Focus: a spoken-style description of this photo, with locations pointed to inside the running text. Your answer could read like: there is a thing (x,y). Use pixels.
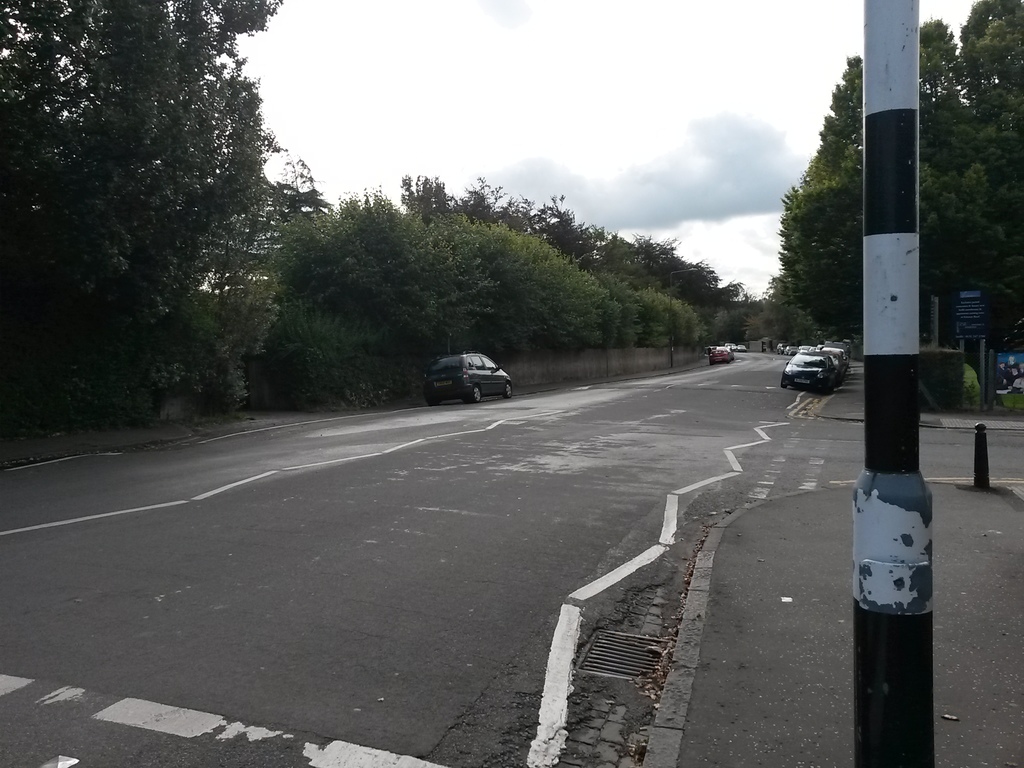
In the picture I can see trees (972,250), vehicles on the road (481,483), poles (889,65) and some other objects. In the background (529,121) I can see the sky (529,121).
